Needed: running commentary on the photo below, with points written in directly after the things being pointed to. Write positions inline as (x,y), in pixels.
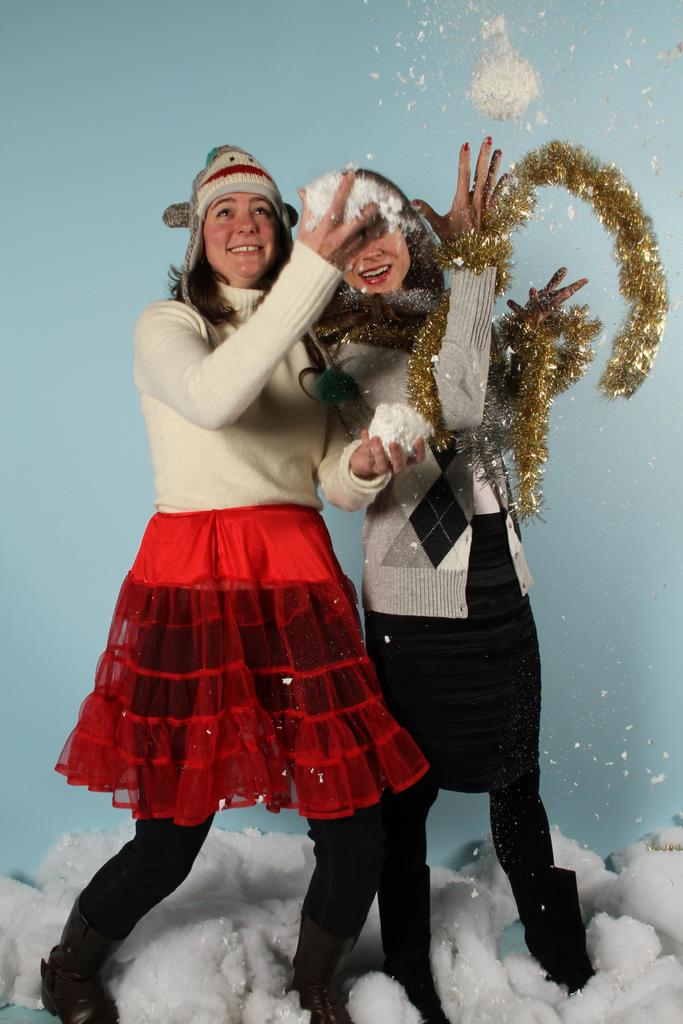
This image in the center (403,535) there are two persons (325,491) who are standing and they are holding some things (419,398) in their hands (311,225). At the bottom (475,896) there is cotton (581,846), and in the background (206,59) there is a wall (114,454).
